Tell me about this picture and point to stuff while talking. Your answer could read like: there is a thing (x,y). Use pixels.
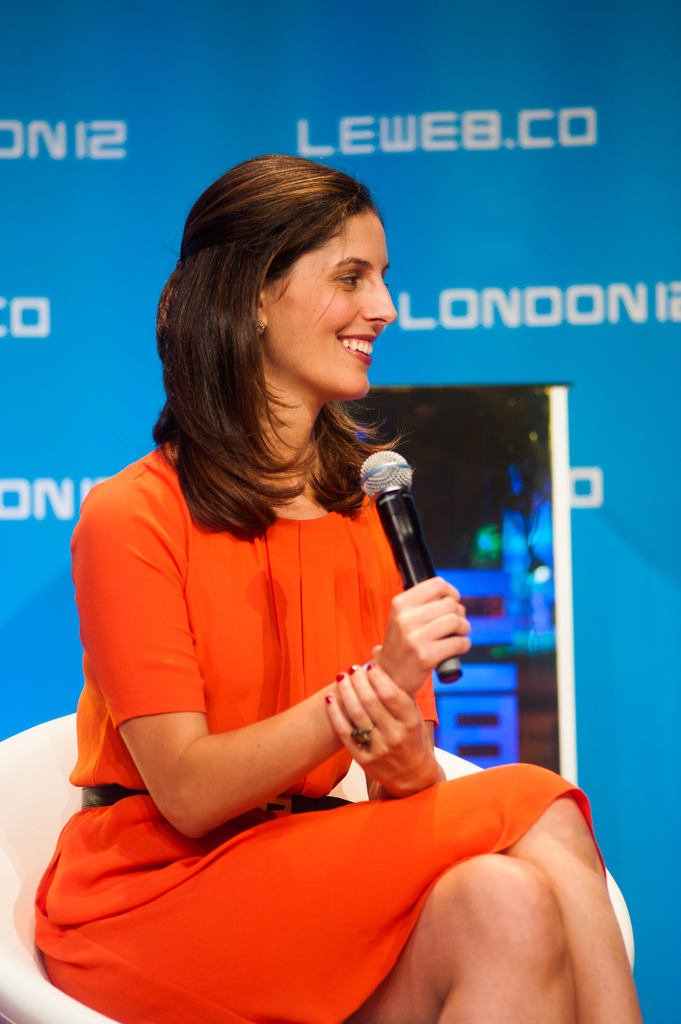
In the image a woman (345,723) wearing orange dress (213,679) is sitting on a chair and speaking she is laughing, in the background (265,11) there is a blue color logo (60,218).
